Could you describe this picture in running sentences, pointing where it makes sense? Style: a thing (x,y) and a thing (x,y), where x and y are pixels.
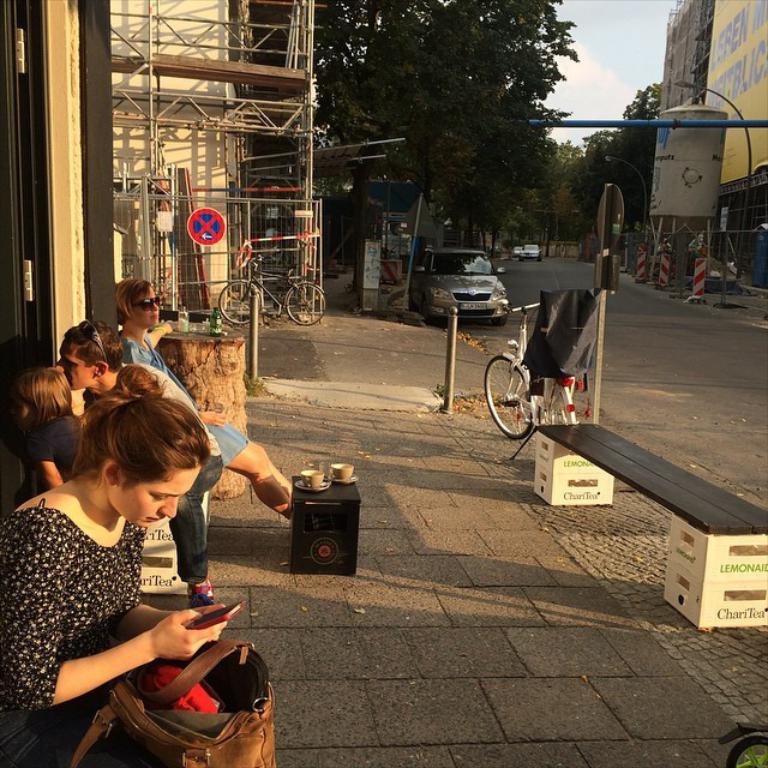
On the left side of the image (185,298) we can see buildings (98,260), iron rods (176,201), cycle (253,280) and persons (56,644). On the right side of the image (687,366) we can see buildings (727,95), vehicles (489,287) and road (672,318). In the background (547,208) we can see trees (567,24), sky (582,72) and clouds (572,83).
